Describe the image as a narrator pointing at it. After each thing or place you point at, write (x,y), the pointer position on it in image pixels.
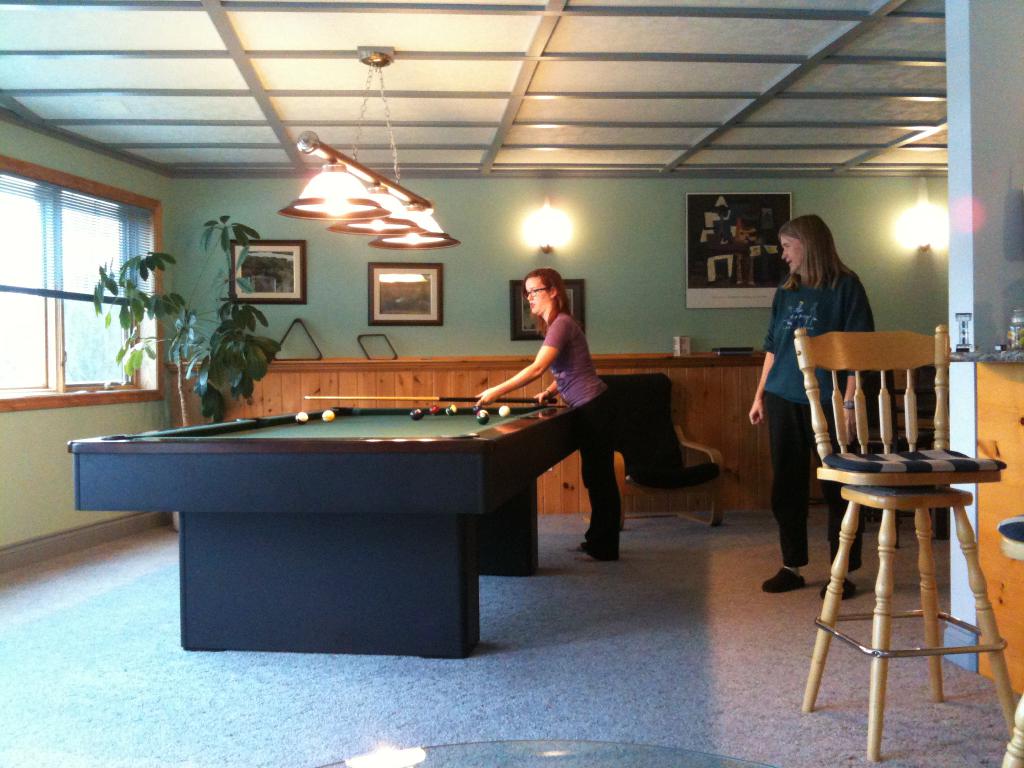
In this picture there are two woman (787,510) one of them is staring at the other.
